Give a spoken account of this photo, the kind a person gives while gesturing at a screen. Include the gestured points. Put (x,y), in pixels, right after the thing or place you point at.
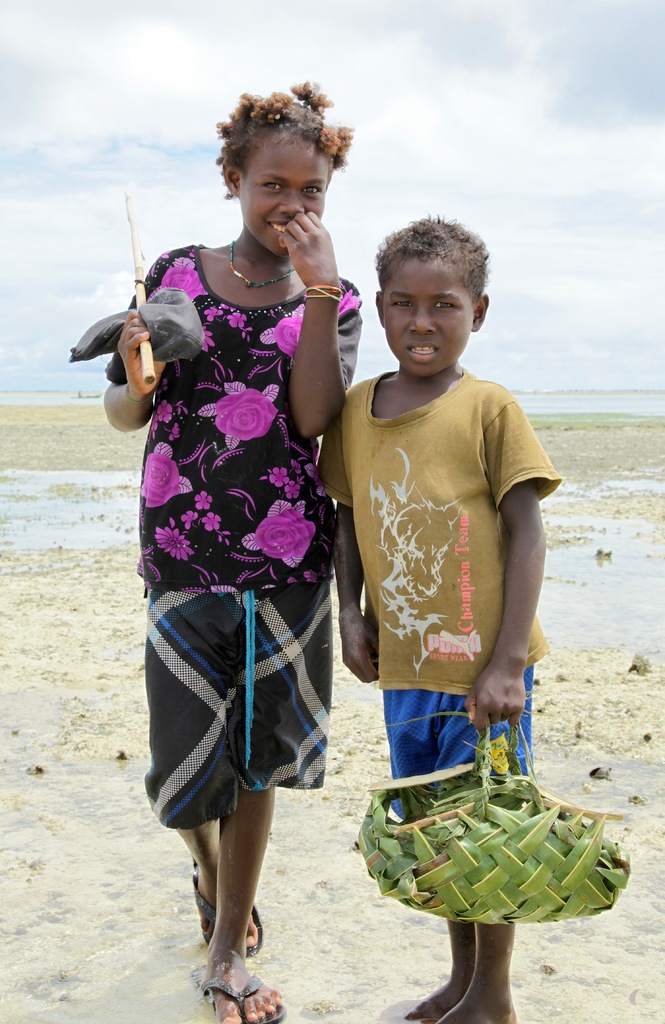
In this picture there is a girl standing and smiling and there is a boy (331,469) standing and holding the basket (427,905). At the back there is water (581,403). At the top (296,38) there is sky (236,0) and there are clouds (299,57). At the bottom (112,880) there is sand (147,831) and water (109,856).
